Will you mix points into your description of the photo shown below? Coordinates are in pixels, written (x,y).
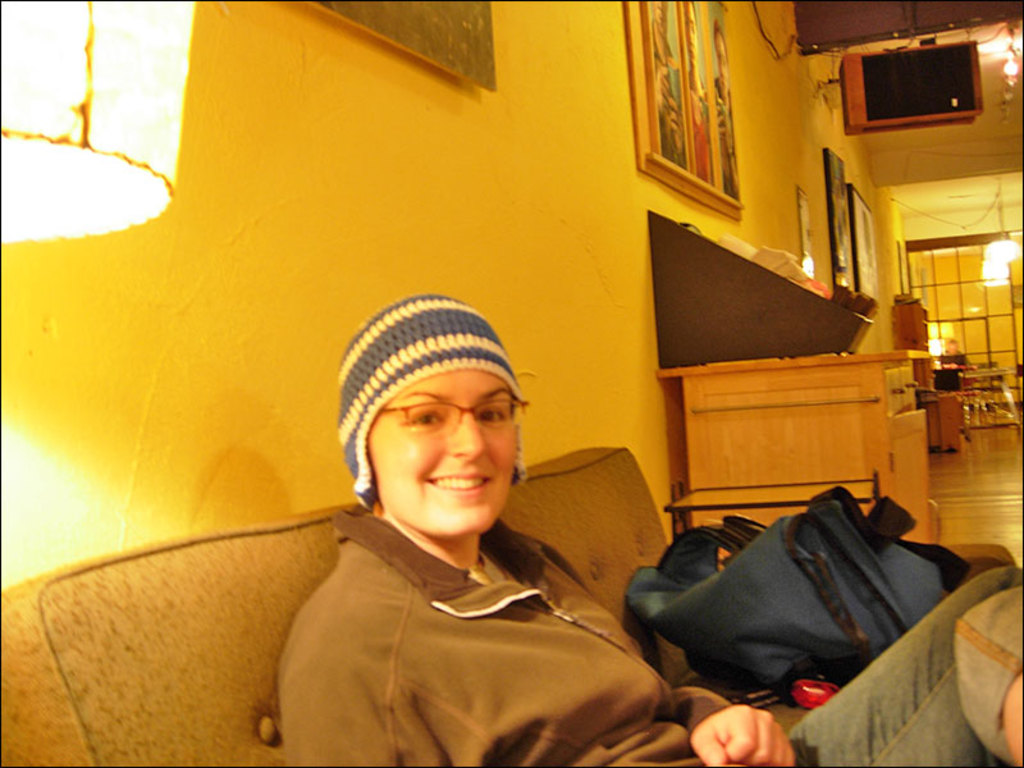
This is the picture of a room (794,170). In this image there is a woman (976,662) sitting on the sofa (245,734) and she is smiling and there is bag (719,532) on the sofa (993,553). At the back (766,328) there is an object (763,274) on the table (779,484). There are frames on the wall (862,187). On the left side of the image (22,157) there is a light (128,174). At the top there is an object (947,99) and there are lights (1013,33). At the back (961,292) there is a glass door (944,295). At the bottom (1014,513) there is a floor (1014,513).
